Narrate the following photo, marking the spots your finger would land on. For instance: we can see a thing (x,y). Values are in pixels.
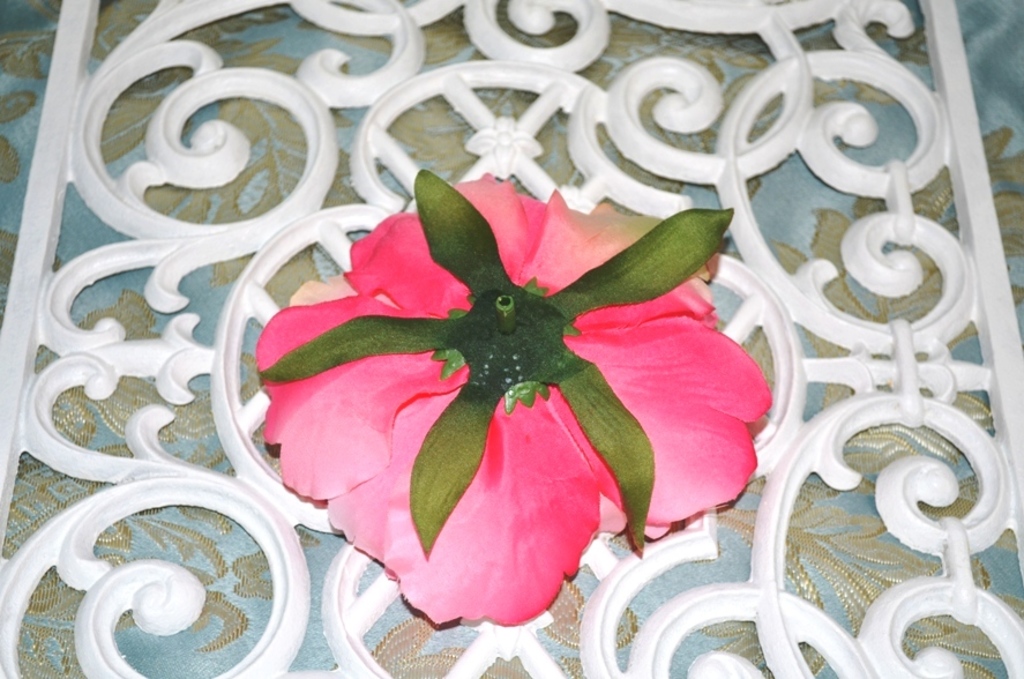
There is a pink color rose flower (382,323), arranged in reverse on the white color fencing (769,33), which is on a curtain (25,164).
